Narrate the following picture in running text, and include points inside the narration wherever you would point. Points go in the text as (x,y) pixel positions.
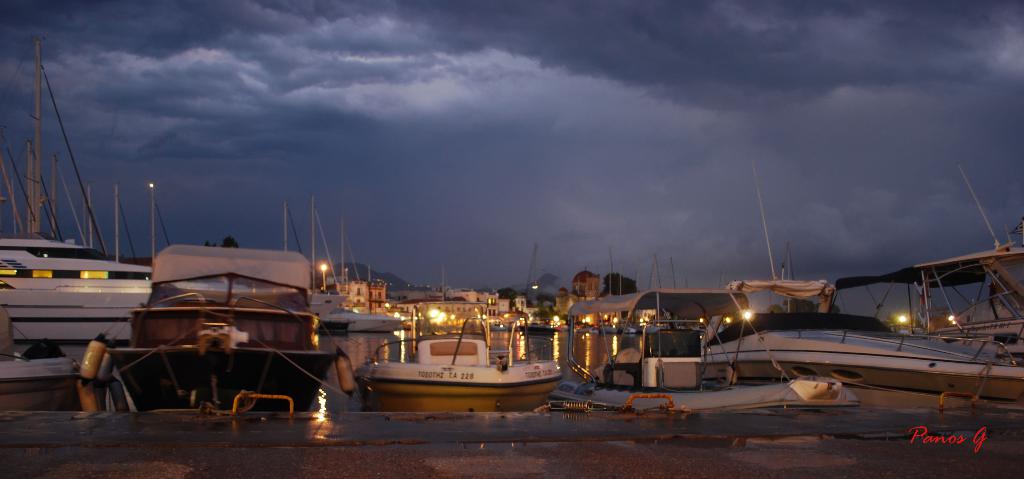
In the picture I can see boats (442,355), poles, lights (508,317) and some other objects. In the background (392,214) I can see the sky (445,180). On the bottom right corner of the image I can see a watermark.
